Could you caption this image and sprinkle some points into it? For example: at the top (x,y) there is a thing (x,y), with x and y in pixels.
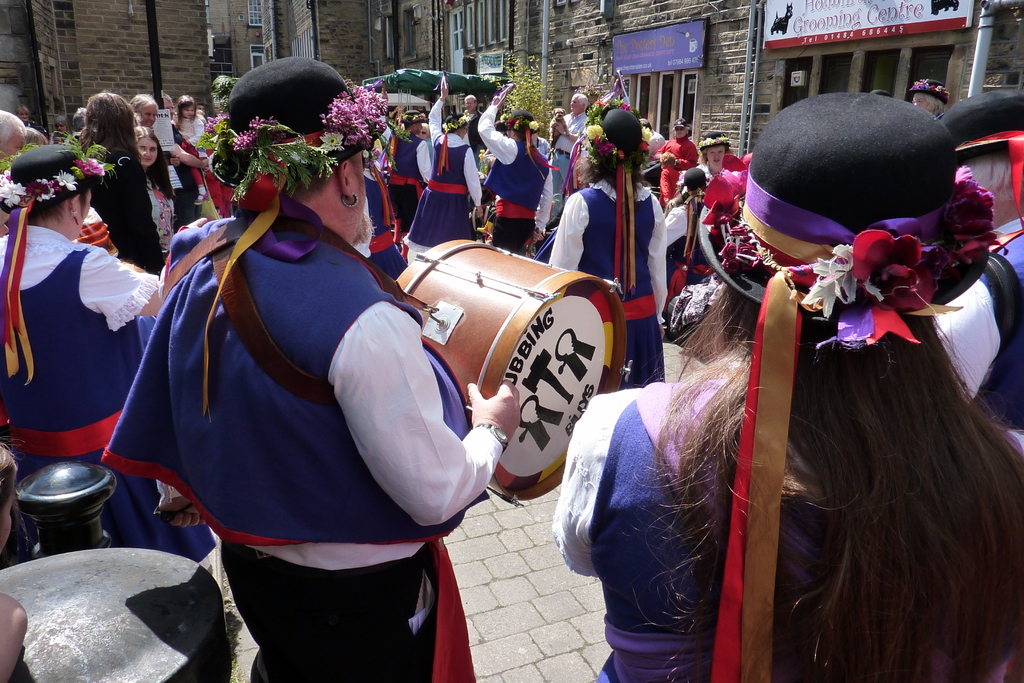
In the image there are group of people (729,287) who are dancing and playing a drum (628,370). On left side (85,487) there is a black bollard (69,497) and on right side (980,65) there is a building (731,101), windows (692,78), hoarding (802,20).
